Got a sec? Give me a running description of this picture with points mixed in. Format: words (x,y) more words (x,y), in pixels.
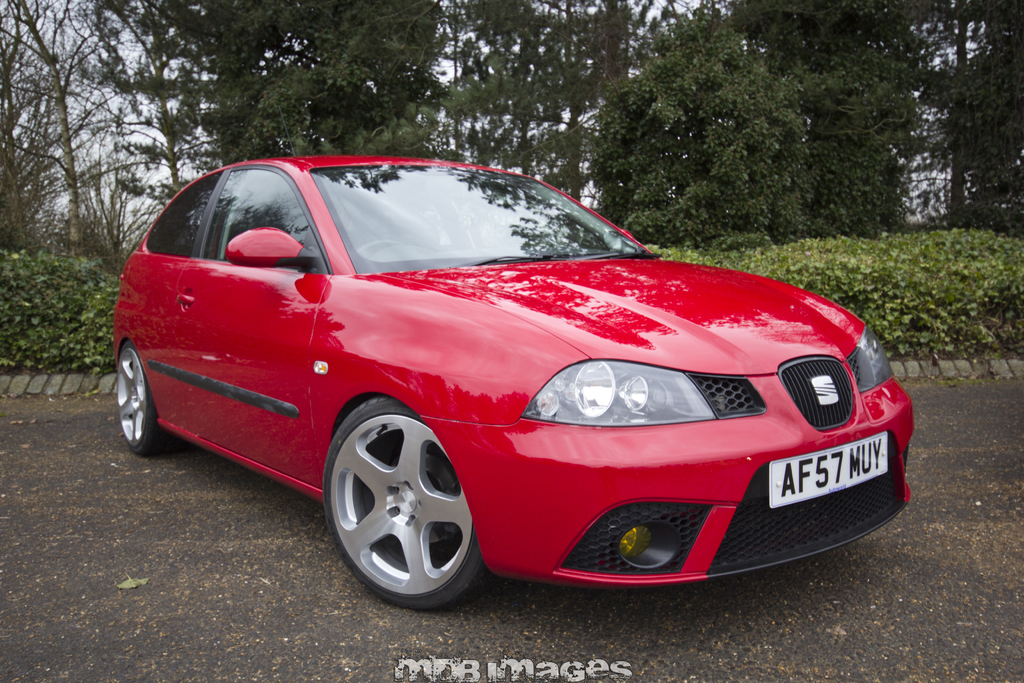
In this image I can see the vehicle (477,381) on the road (514,620). In the background (19,328) I can see the plants (19,328), many trees (141,123) and the sky (70,105).
